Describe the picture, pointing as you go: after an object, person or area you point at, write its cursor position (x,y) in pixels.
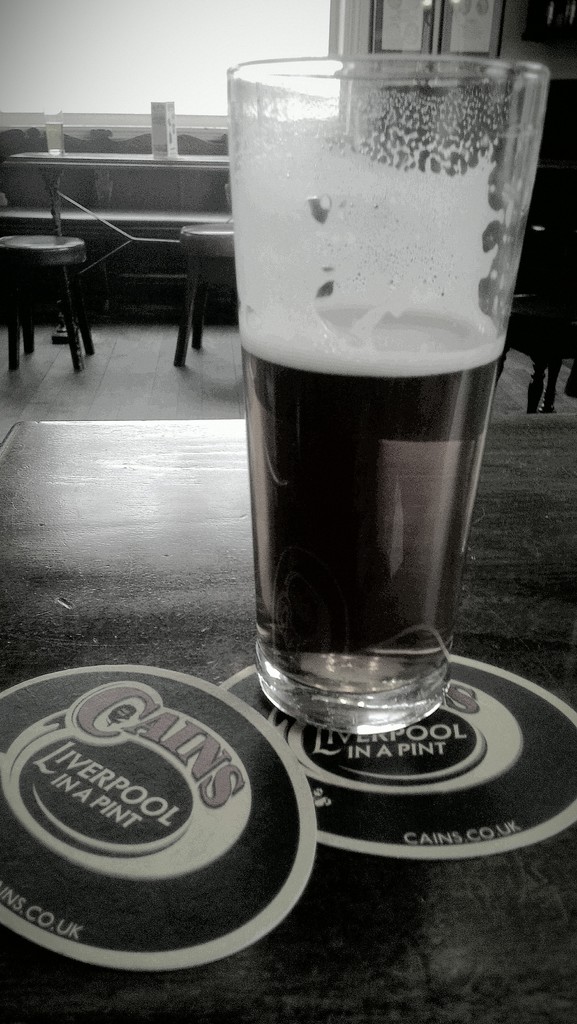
In this picture there is a glass (294,603) of beer (294,603) in the table (241,603) with some labels (22,704) and at the back ground (61,240) there is a chair (187,237), table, window (152,34), frames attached to the wall (530,50).
